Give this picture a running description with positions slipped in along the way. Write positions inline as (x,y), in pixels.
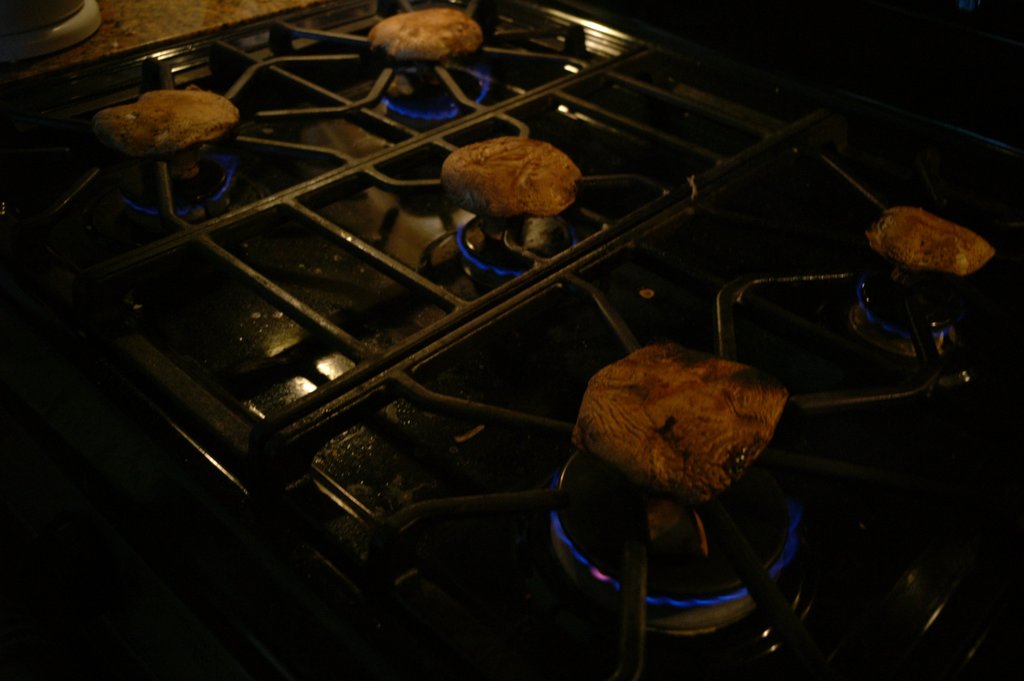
There is a stove (211,244) with flames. On the stove (448,301) there are grills (295,198) with food items (467,167) on the flames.
